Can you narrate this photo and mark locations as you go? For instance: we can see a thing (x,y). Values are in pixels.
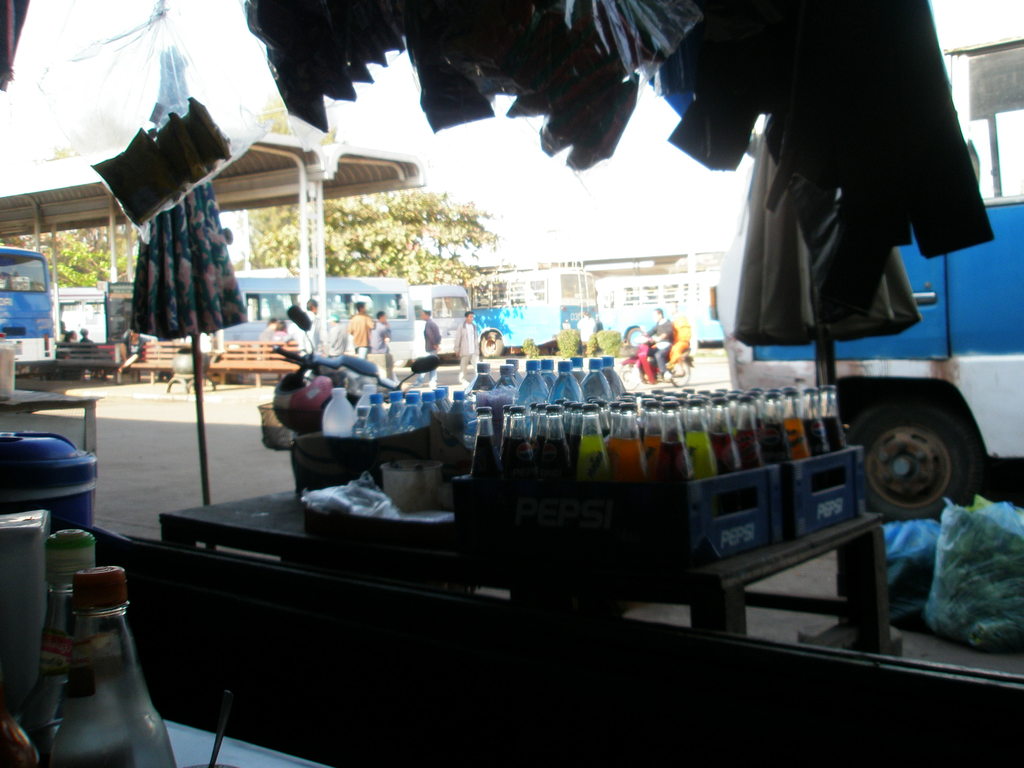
In this image there are some cool drink glasses (719,449) in middle of this image (547,437) and there are some bottles (374,425) in blue color left side to this cool drink glasses (572,422). there are some buses (356,280) in middle of this image (362,291) and there is a tree (391,248) behind these buses (16,316) and there are some clothes (738,78) at top of this image (779,10) and there is a vehicle (984,149) at right side of this image (883,343). there are some bottles (24,756) at bottom left corner of this image (112,636) and there is a table (64,401) at left side of this image (67,406) and one bottle (0,357) kept on this table (50,394).
